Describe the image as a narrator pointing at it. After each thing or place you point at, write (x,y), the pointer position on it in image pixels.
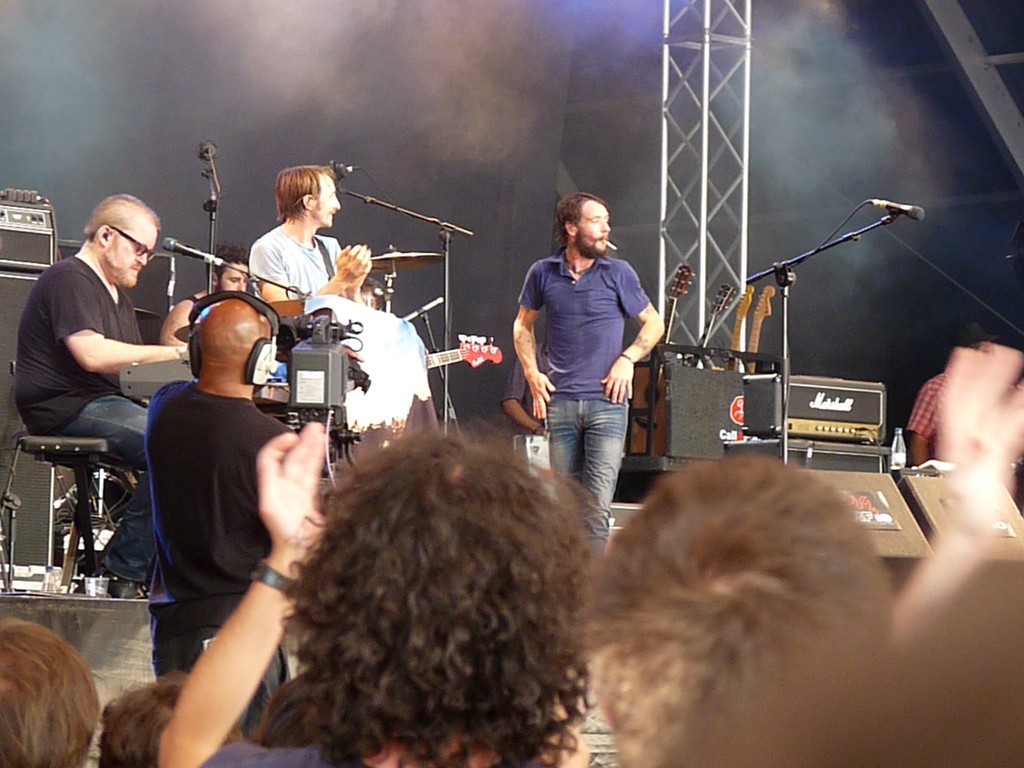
At the bottom of the picture (446,630), we see the people (440,610). In the middle of the picture (367,269), we see two men (592,348) are standing. In front of them, we see the microphones (250,273). The man (63,276) on the left side (85,303) is sitting on the chair (90,450). In front of him, we see the musical instruments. Beside him, we see a man (187,404) is standing and he is wearing the headset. Behind them, we see a man (230,281) is sitting. Behind them, we see the speaker boxes (23,239). On the right side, we see the musical instruments (764,301) and the microphone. In the background (719,267), we see the pillar (706,174). This picture might be clicked in the musical concert.
